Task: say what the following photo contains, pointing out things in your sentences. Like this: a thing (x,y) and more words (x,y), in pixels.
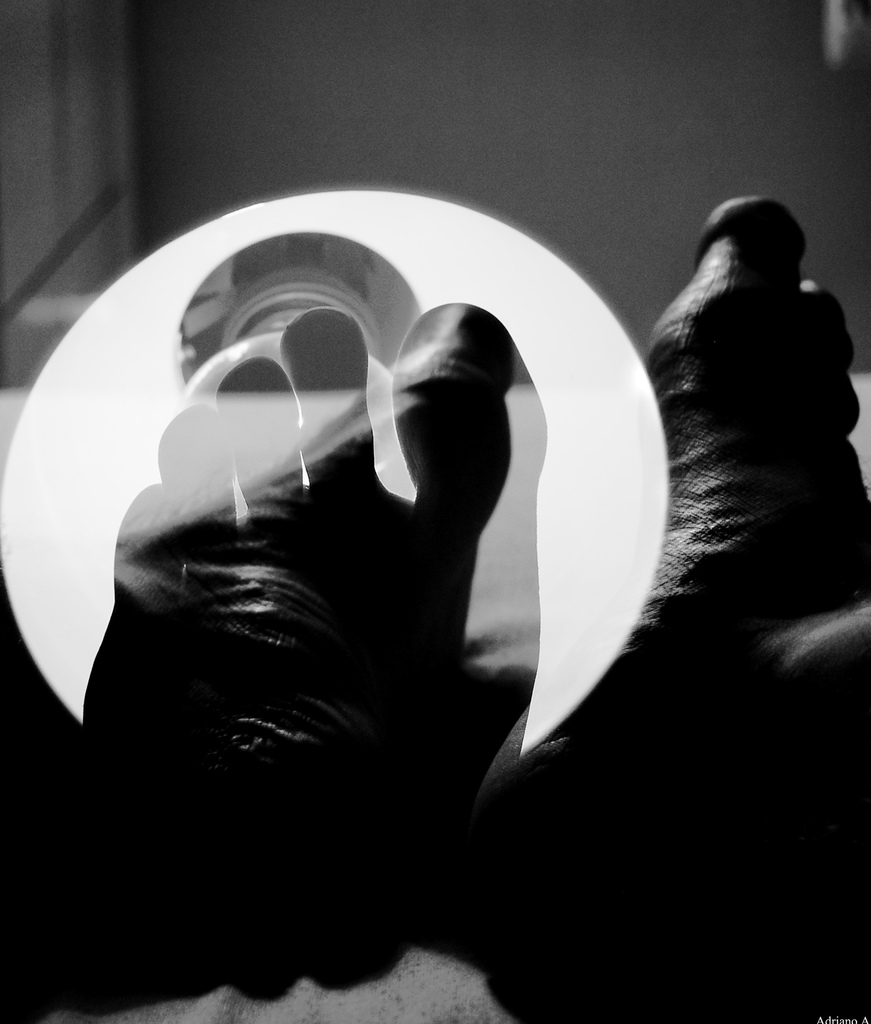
It is the black and white image in which there is a leg (263,651) in front of the bulb (253,307). On the right side (693,378) there is another leg (692,411).
